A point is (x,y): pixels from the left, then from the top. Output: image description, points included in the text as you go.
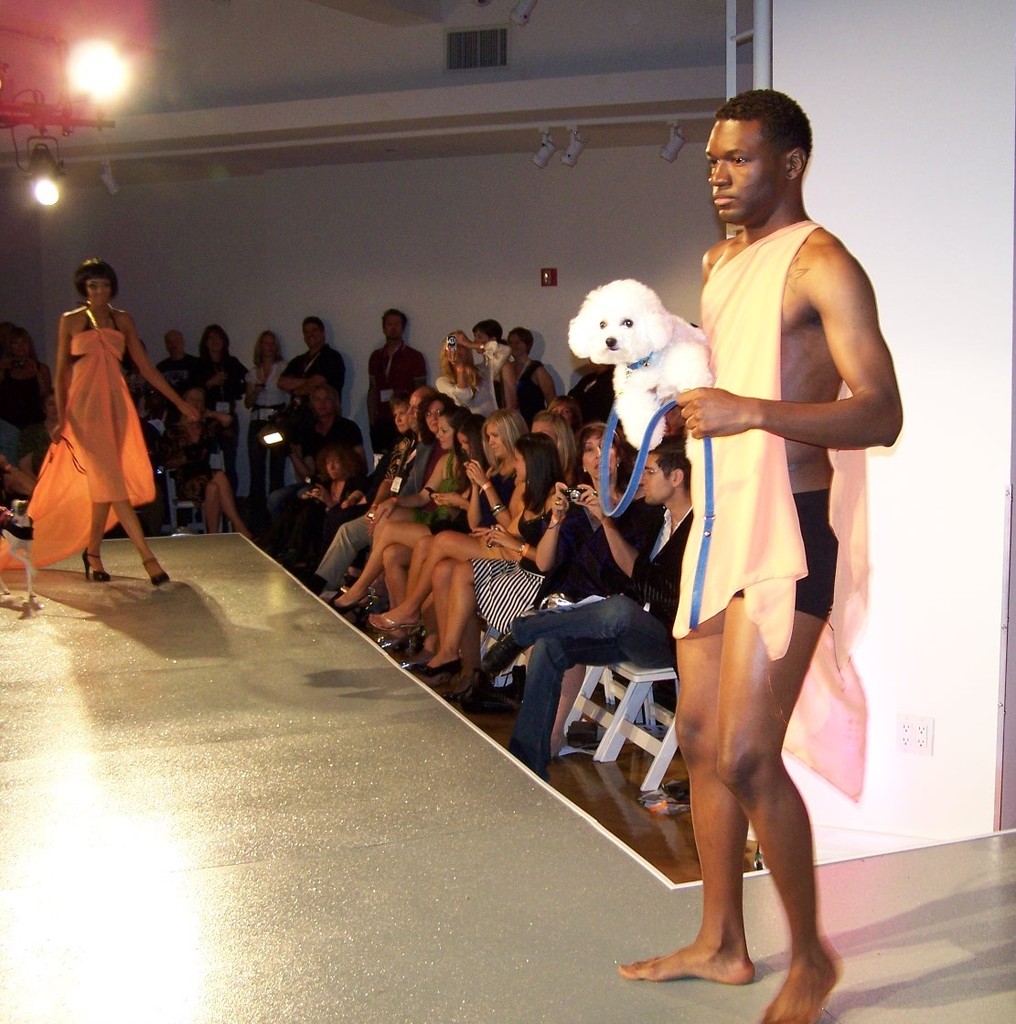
This is the picture of some people (498,434) sitting on the chair (630,687) in front of the dais (67,775) on which there is a man (731,513) holding a dog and a women (62,531) in orange dress (81,531).
